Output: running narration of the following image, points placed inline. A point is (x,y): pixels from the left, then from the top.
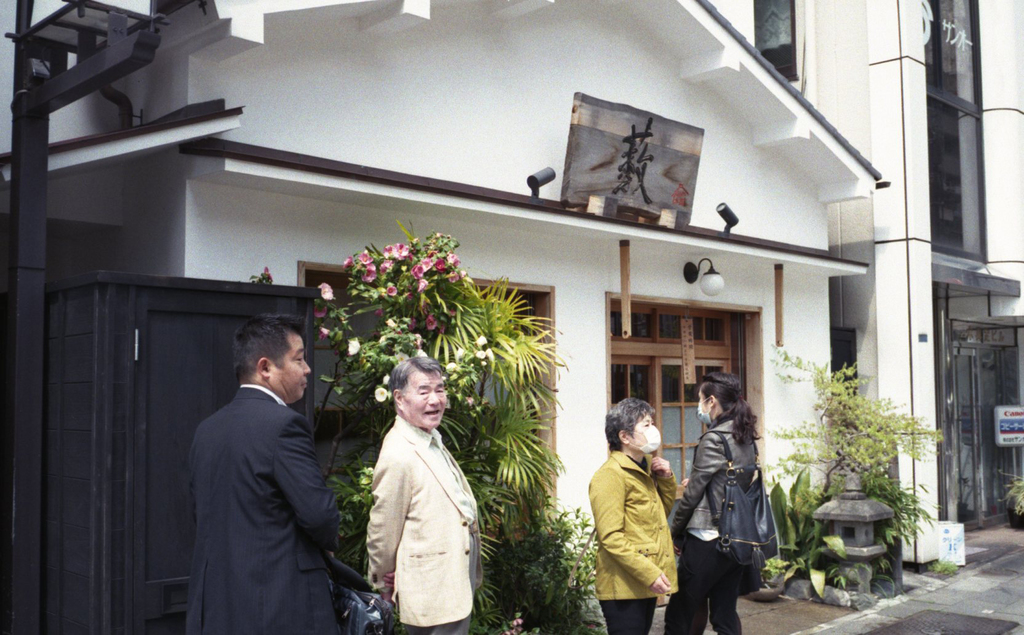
There are four persons (610,537) standing on the floor (774,620). Here we can see plants (509,628), flowers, and boards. In the background (296,27) there are buildings (802,176).
